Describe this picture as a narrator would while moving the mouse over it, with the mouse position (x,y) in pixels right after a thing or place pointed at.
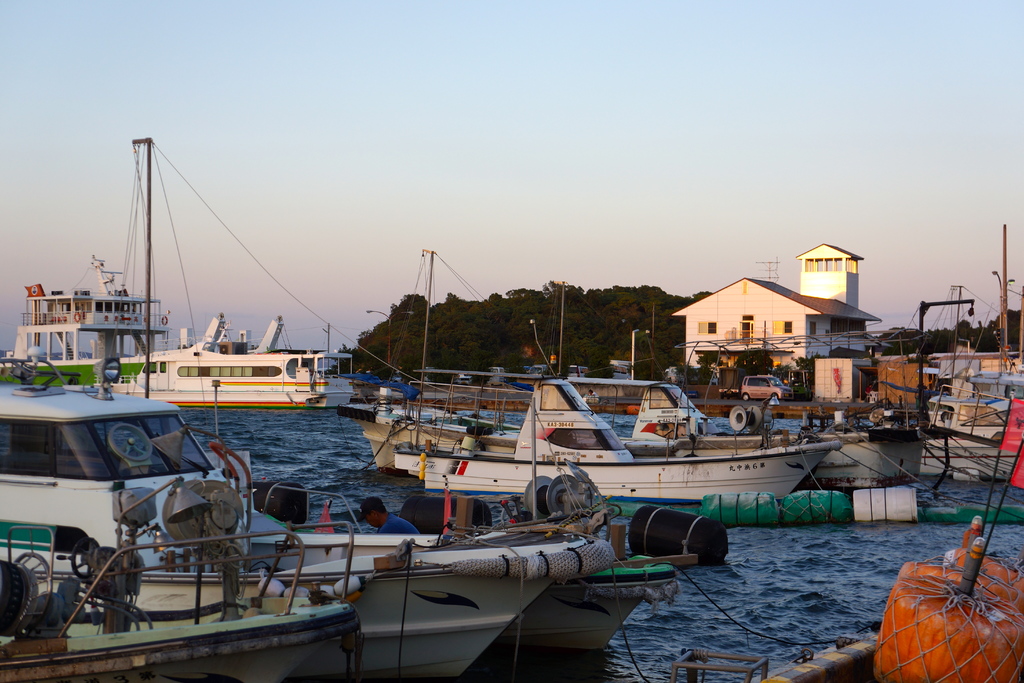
The picture is taken near a shipping harbor (794,548). In the foreground of the picture (488,449) there are boats (470,468). In the center of the picture (503,334) there are trees (468,331), vehicles (757,385) and buildings (775,314).
